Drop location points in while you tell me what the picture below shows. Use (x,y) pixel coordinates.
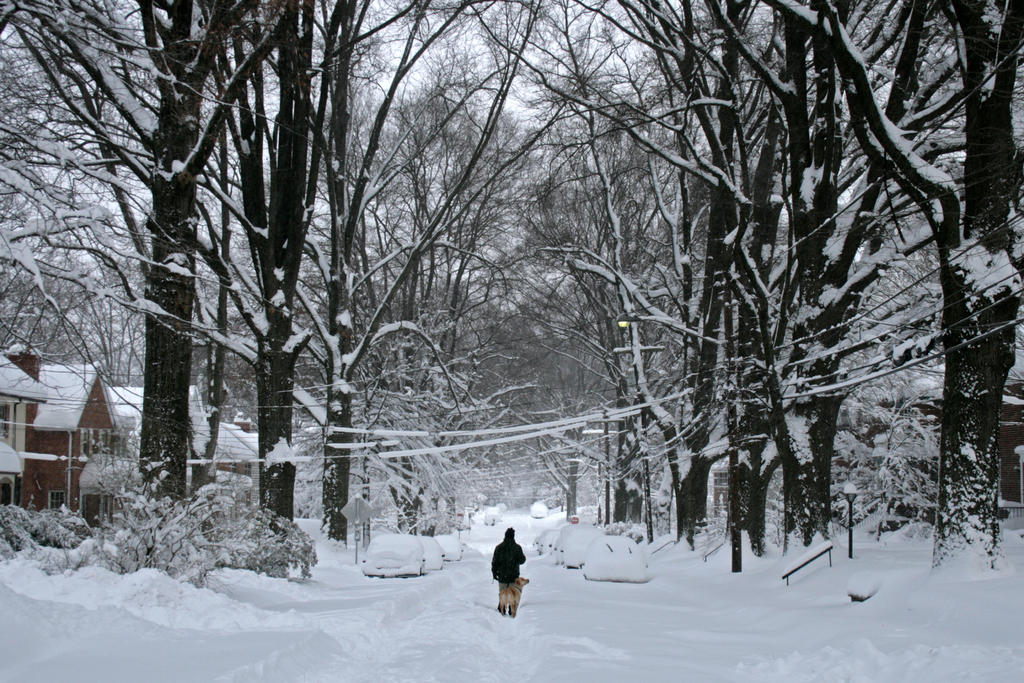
As we can see in the image there are a lots of trees (407,247), houses (87,420), plants (145,543), cars (380,537) and one sign pole (349,515). These are all covered with snow (395,550) and a man (511,551) is standing in the middle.
